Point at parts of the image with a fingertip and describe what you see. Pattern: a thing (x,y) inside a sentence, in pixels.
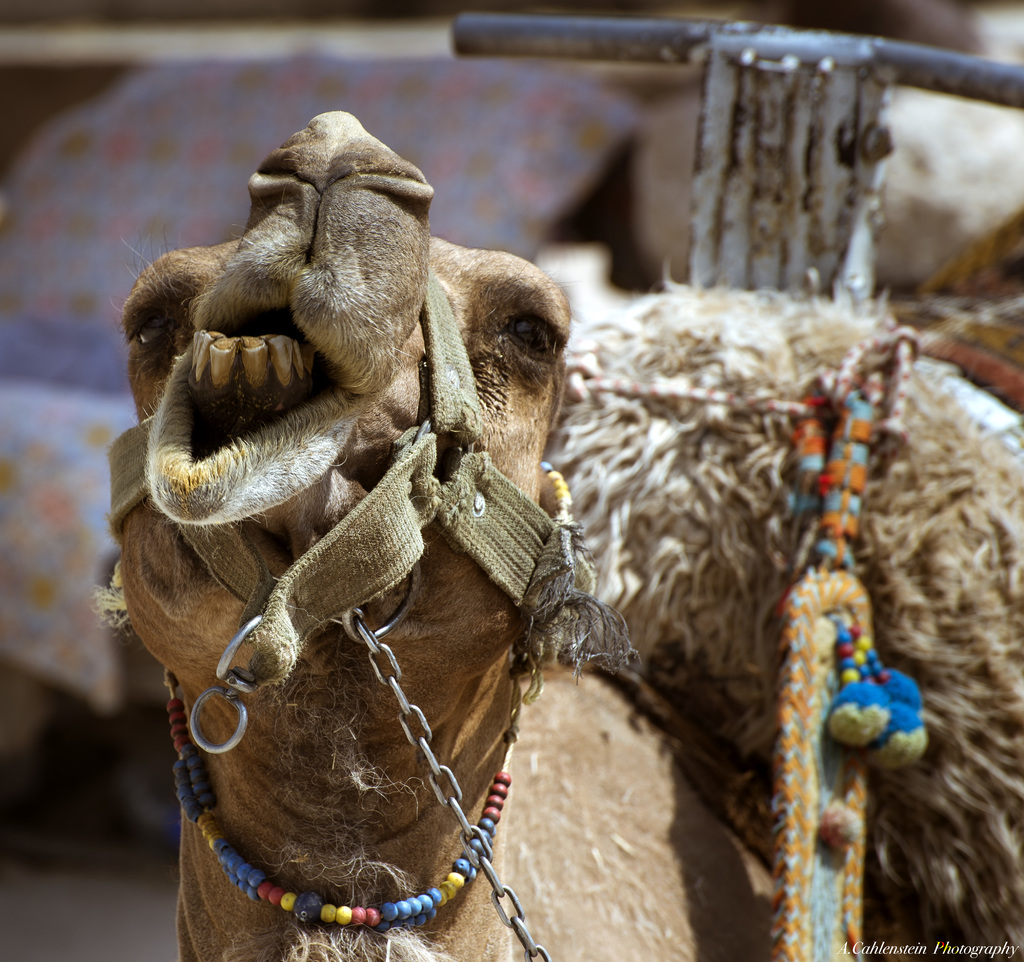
In this picture it looks like the face (173,512) of a camel (254,483).
